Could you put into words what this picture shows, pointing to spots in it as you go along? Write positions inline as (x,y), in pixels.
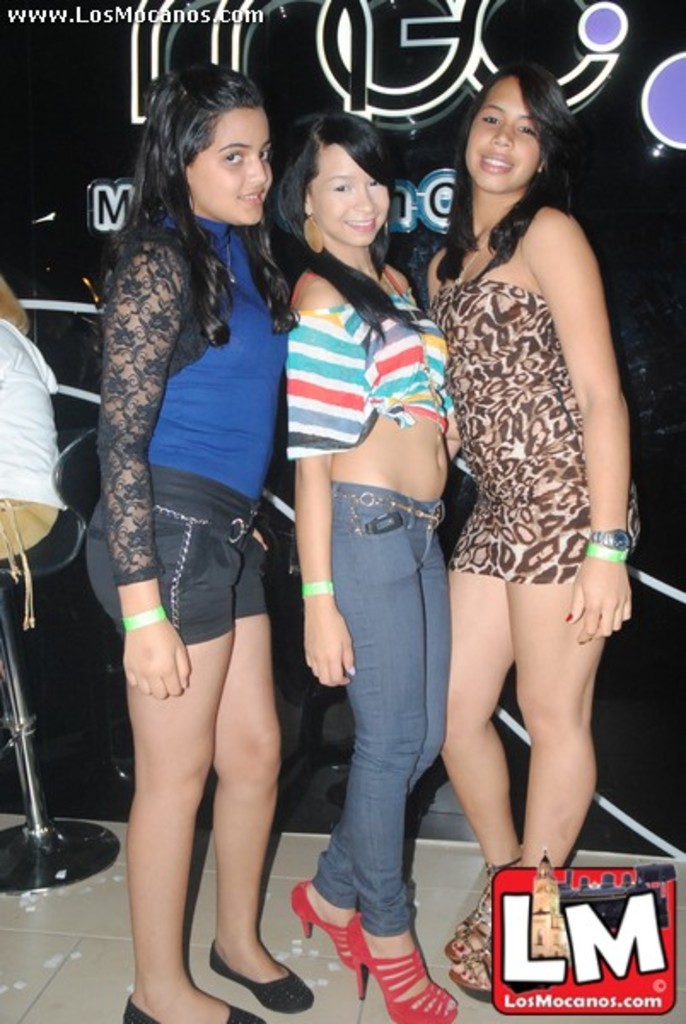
In this image I can see three women (248,294) are standing and smiling. In the background (79,160) I can see the black colored surface (80,135) and a person (37,382) wearing white shirt (31,416) and brown pant (10,507) is sitting on a chair (63,535).
